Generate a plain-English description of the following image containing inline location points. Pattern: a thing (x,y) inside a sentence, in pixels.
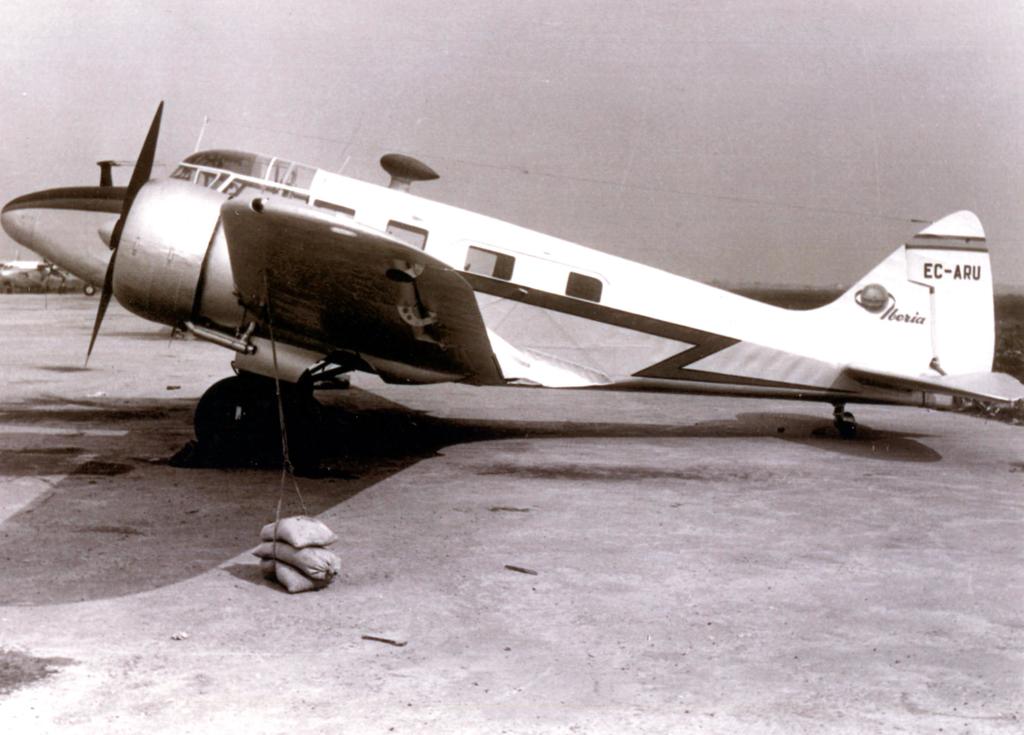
In this image there is an aircraft (301,268) on the floor (548,527). It is the black and white image. On the ground (306,636) there are three sack bags (312,533) one above the other.
